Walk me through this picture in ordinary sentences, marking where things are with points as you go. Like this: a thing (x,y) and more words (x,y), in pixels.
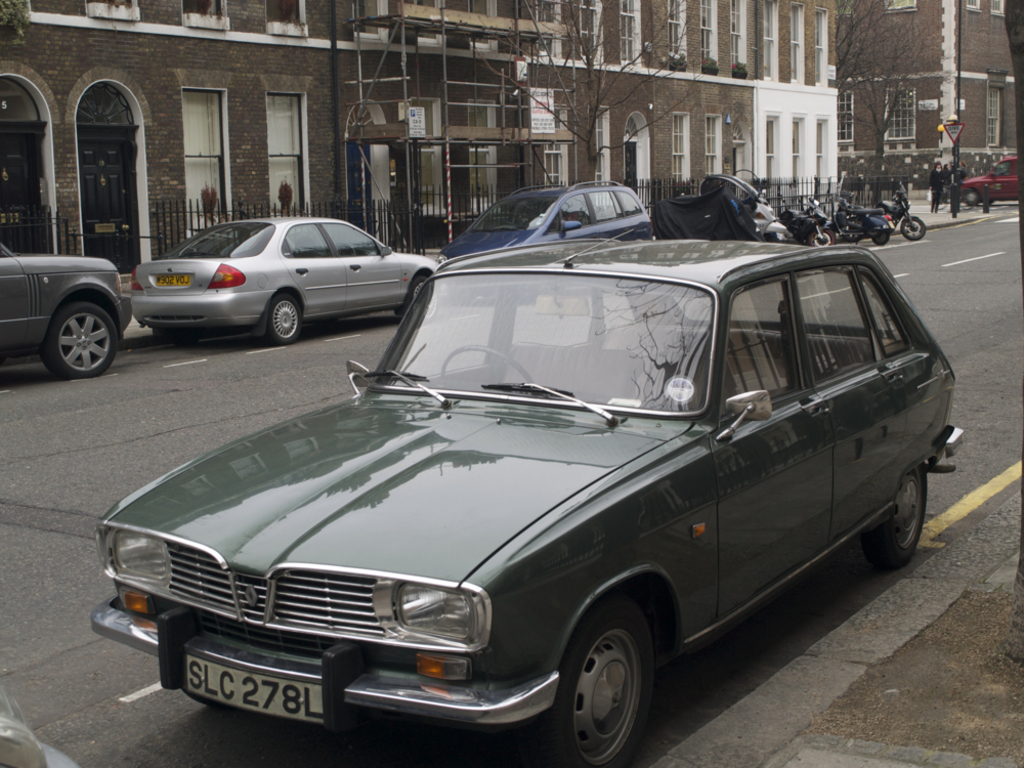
In this image, we can see vehicles (624,192) on the road (958,291) and there are some people (946,187). In the background (397,107), there are buildings (908,49), trees (867,79) and we can see poles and railings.
